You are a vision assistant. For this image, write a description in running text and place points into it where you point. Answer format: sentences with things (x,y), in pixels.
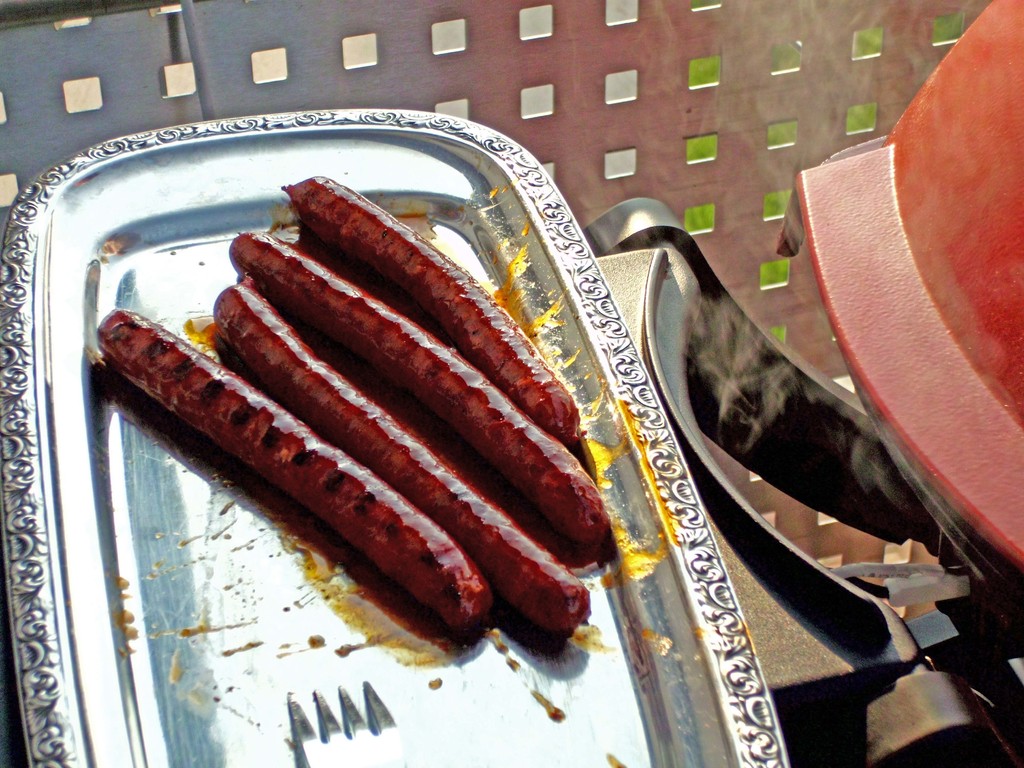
In this picture there is a platter (178,562), on the platter (248,736) there are sausages (384,516). On the right (932,239) there is a red color object (915,299). At the bottom (772,683) there is an object (746,507) looking like a stove (822,477). At the top (438,62) there is grey mesh (595,73), outside the mesh (735,100) we can see greenery (865,51).
